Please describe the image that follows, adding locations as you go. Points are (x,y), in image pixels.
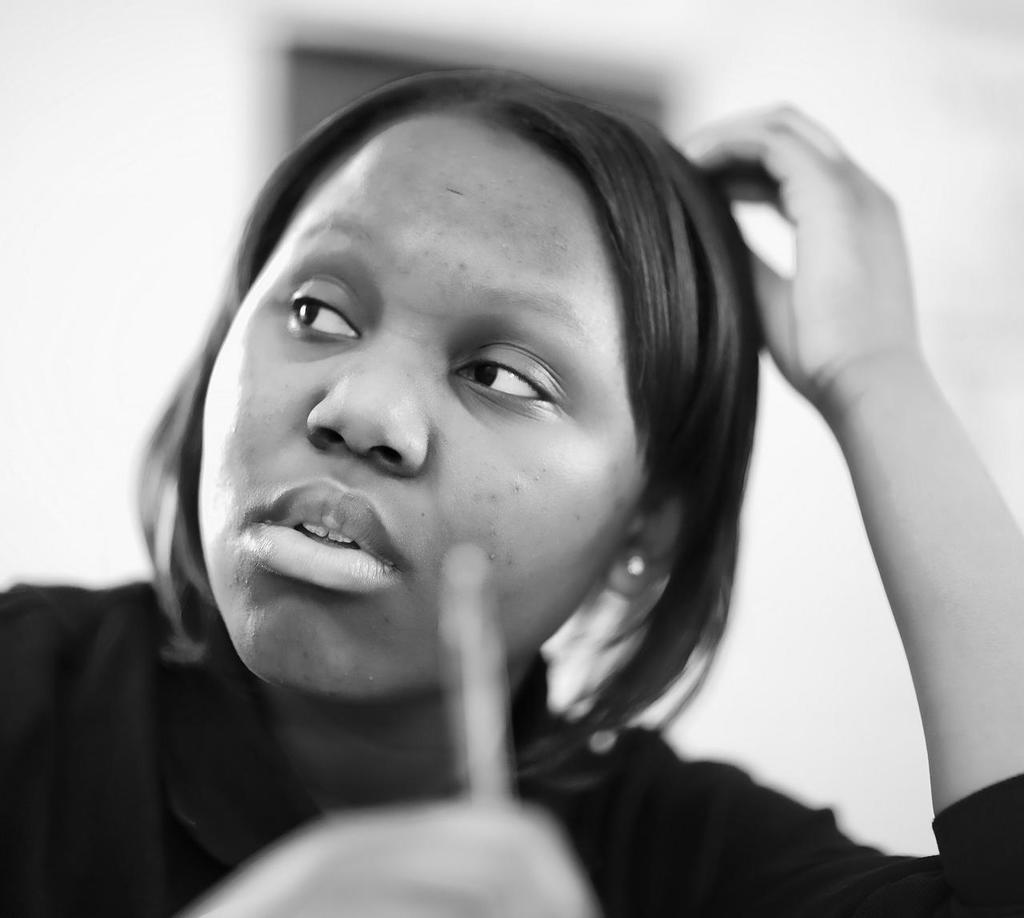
This is a black and white image here the person (753,862) is sitting and holding a pen (478,713).
